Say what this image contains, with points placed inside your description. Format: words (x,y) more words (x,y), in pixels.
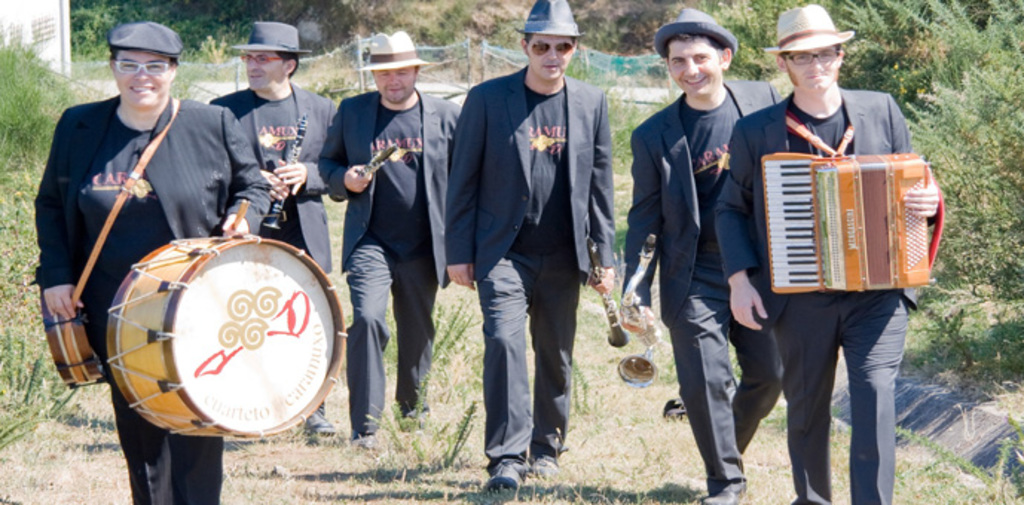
There are six persons (462,127) walking on a grass road (447,443). On the left (154,130) end a person (131,226) is holding drums (131,294) and wearing specs (130,65) and cap (150,33). On the right (867,200) a person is holding an accordion (829,217). In the background (881,81) there are trees (304,11). And all people (165,62) are wearing hats (393,46). And some other musical instruments (623,297) they are holding.
